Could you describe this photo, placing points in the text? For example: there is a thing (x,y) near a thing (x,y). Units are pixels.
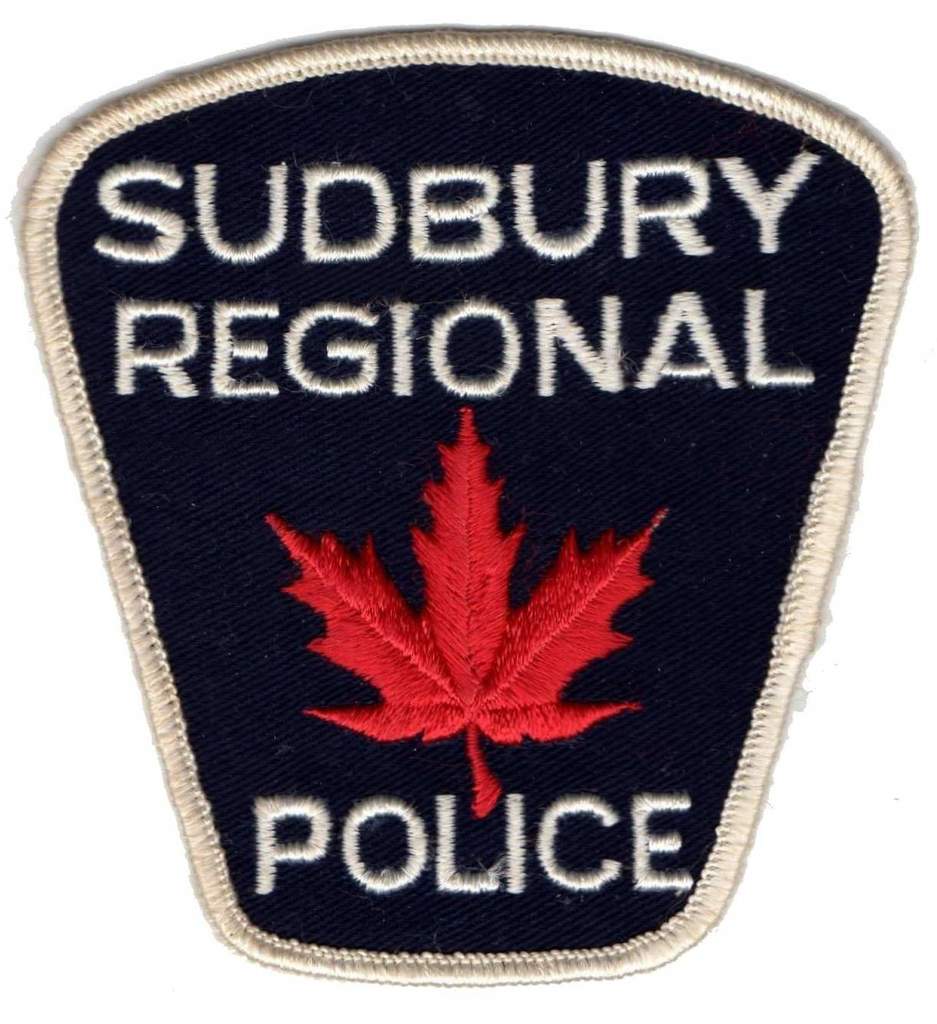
In this picture I can see a badge (483,614) on which I can see some text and logo (354,665).
